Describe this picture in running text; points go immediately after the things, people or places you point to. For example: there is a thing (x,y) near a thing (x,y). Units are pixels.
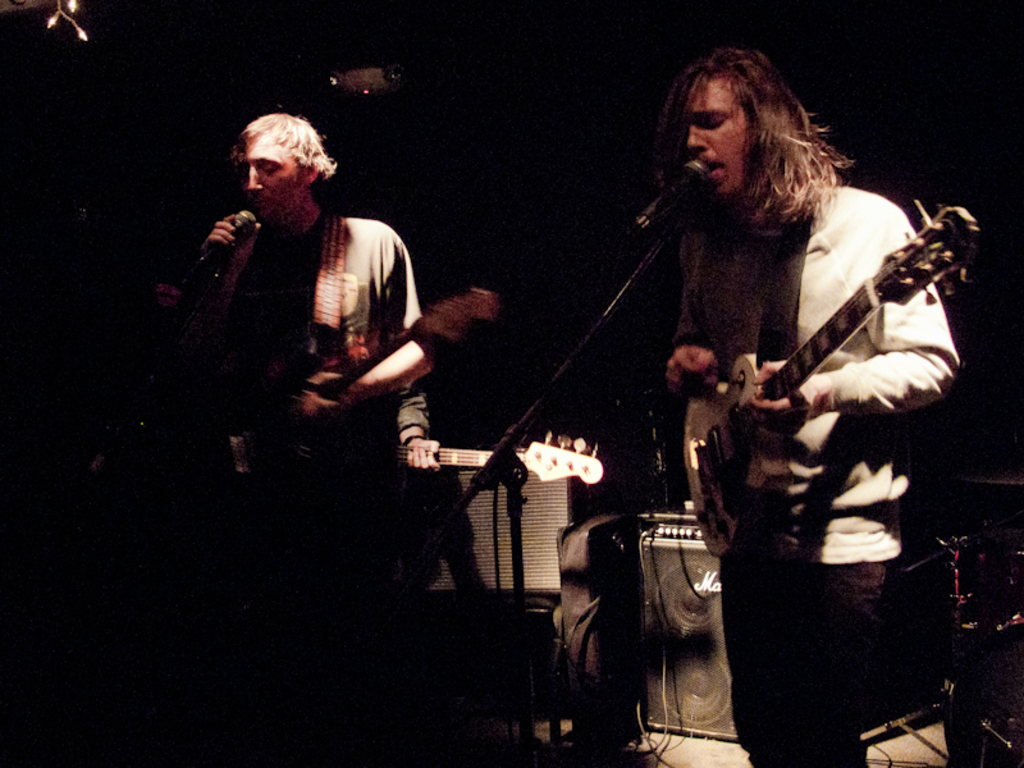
In this image, there are two persons (780,120) standing and playing guitar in front of the mike (665,198). In the bottom of the image (692,636), there are musical instruments (676,524) which are kept on the dais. It looks as if the picture is taken inside a hall (192,57) during night time.
